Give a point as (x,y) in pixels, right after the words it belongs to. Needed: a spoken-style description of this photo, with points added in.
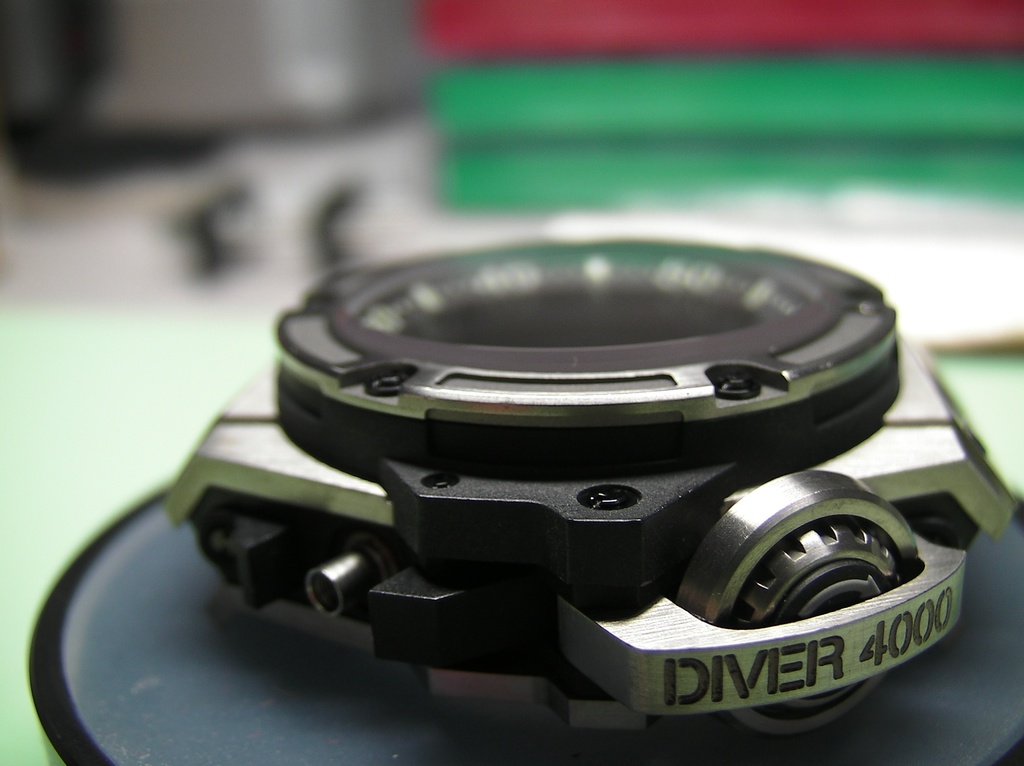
In the image we can see there is a dial (703,299) of watch (501,408) kept on the table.
